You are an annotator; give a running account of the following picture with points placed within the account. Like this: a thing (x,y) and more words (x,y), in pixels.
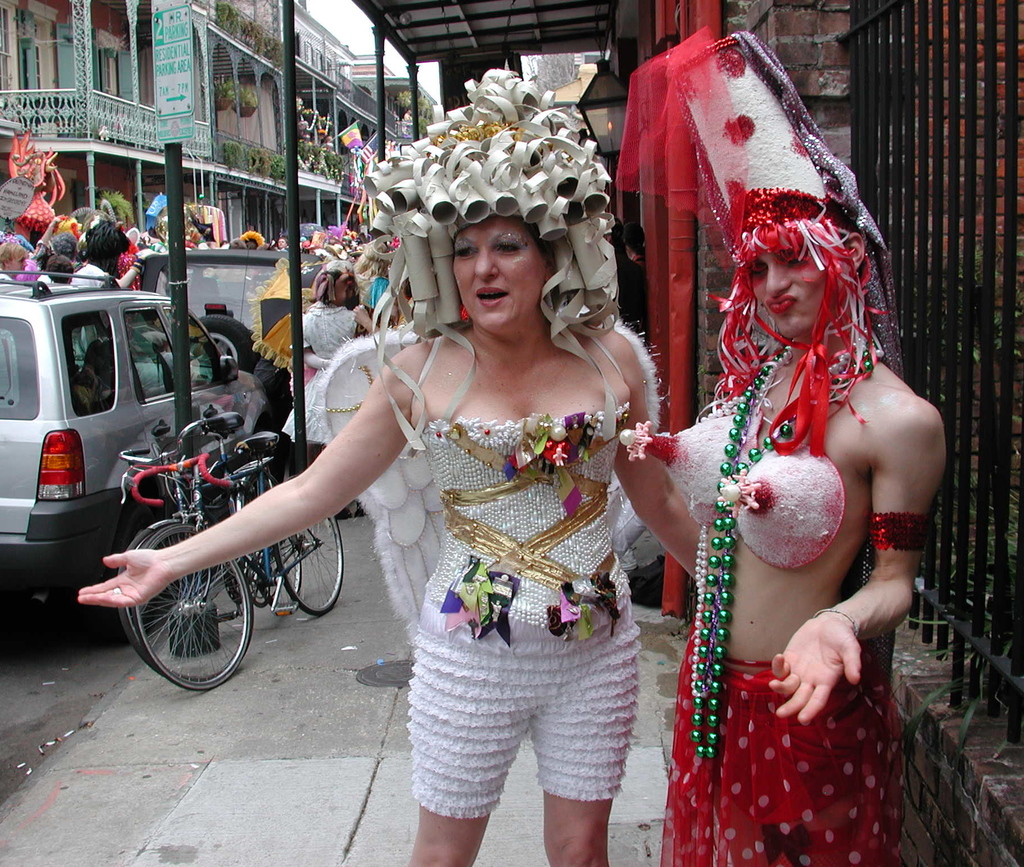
In this picture there is a woman (611,549) who is wearing a cap (537,185) and white dress (537,618), beside her we can see another woman (848,169) who is wearing red dress (686,782). On the left (266,557) there is a bicycle (222,454) near to the car (86,389). Here we can see group of person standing near to the building (273,212). On the top (331,27) there is a sky (320,8). Here we can see sign board (183,8).
